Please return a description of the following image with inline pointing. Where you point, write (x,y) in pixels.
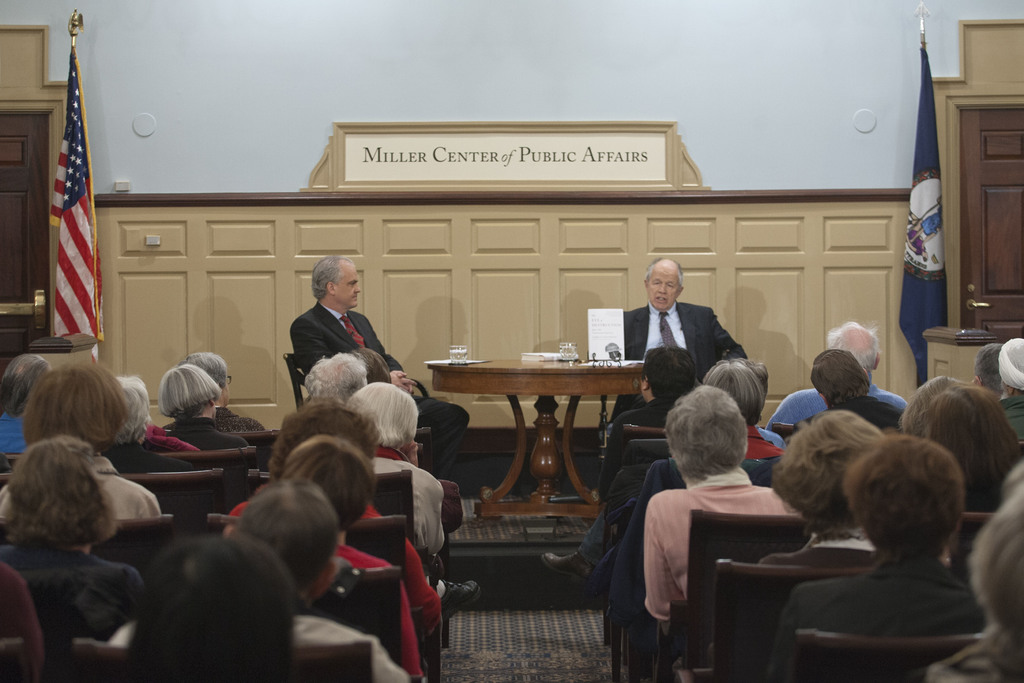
We can see two men (694,358) sitting on chairs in front of a table (475,379) and on the table (540,452) we can see glass of water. This is a floor (518,613). Here we can see all the people (924,531) sitting on chairs (967,536). These are flags (909,218). We can see a wall (560,106).
